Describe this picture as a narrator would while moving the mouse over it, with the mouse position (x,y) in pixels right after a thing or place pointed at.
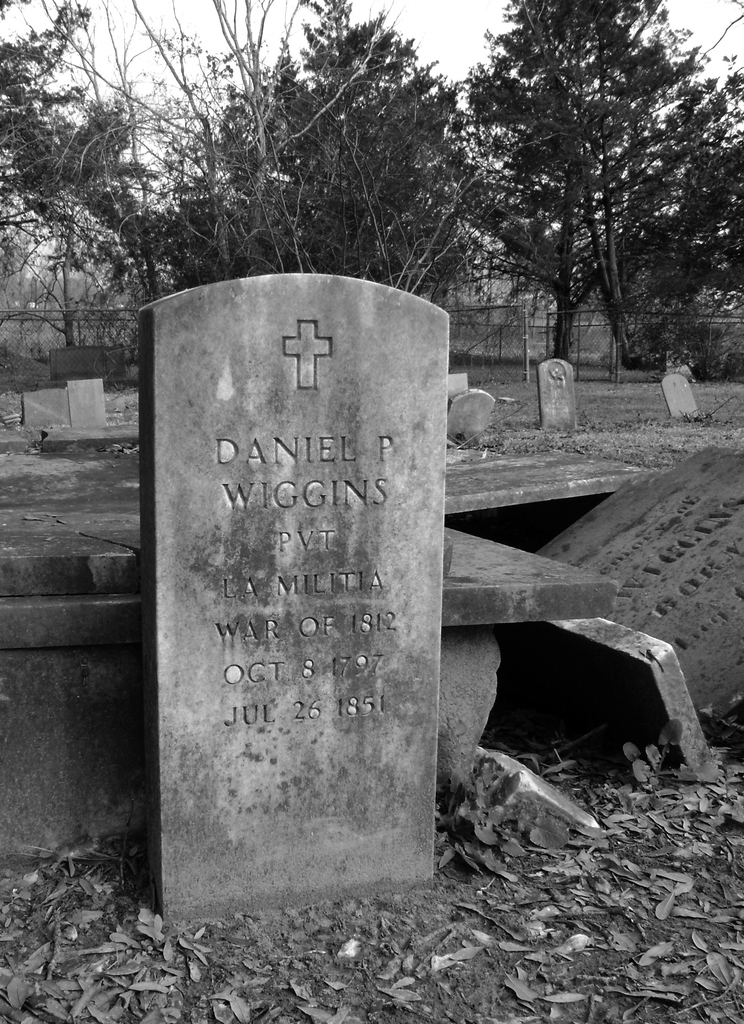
In this image I can see few cemeteries (689,402), trees (298,226) and net fencing (517,348). The image is in black and white.
